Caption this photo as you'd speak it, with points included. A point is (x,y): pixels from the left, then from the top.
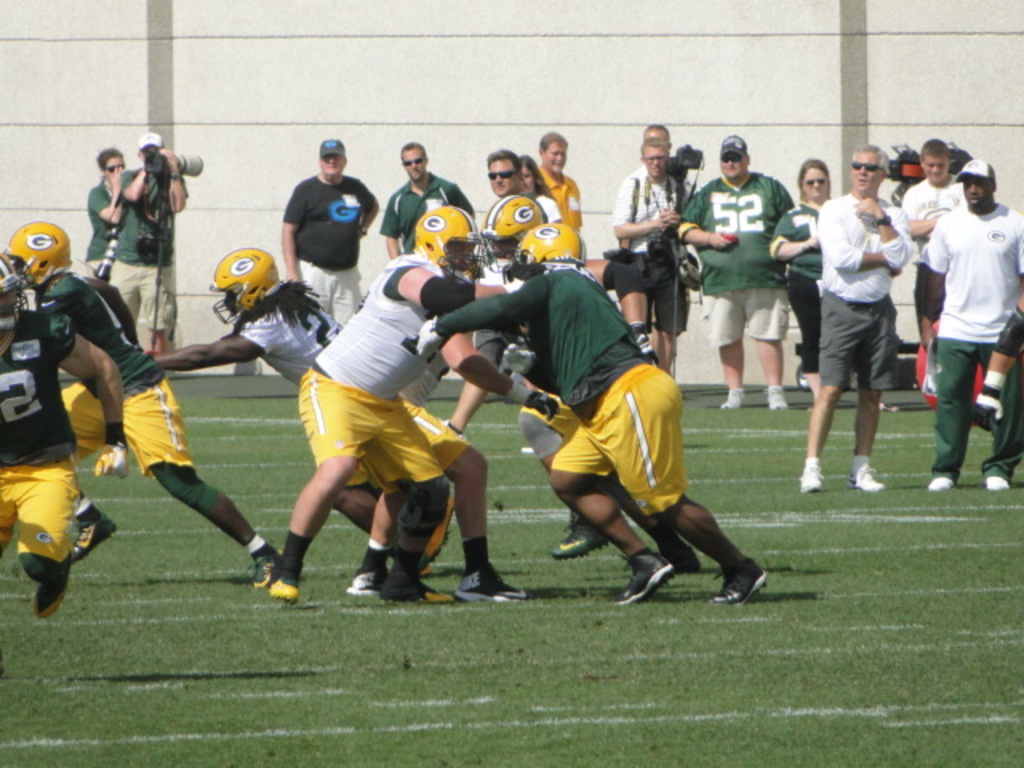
In the middle (390,489) few men (533,396) are running, they wore yellow color helmets (569,239), shorts (598,452). In the right side (938,251) 2 men (845,236) are standing, they wore white color t-shirts (949,236). Few other people (317,204) are standing and observing this.
